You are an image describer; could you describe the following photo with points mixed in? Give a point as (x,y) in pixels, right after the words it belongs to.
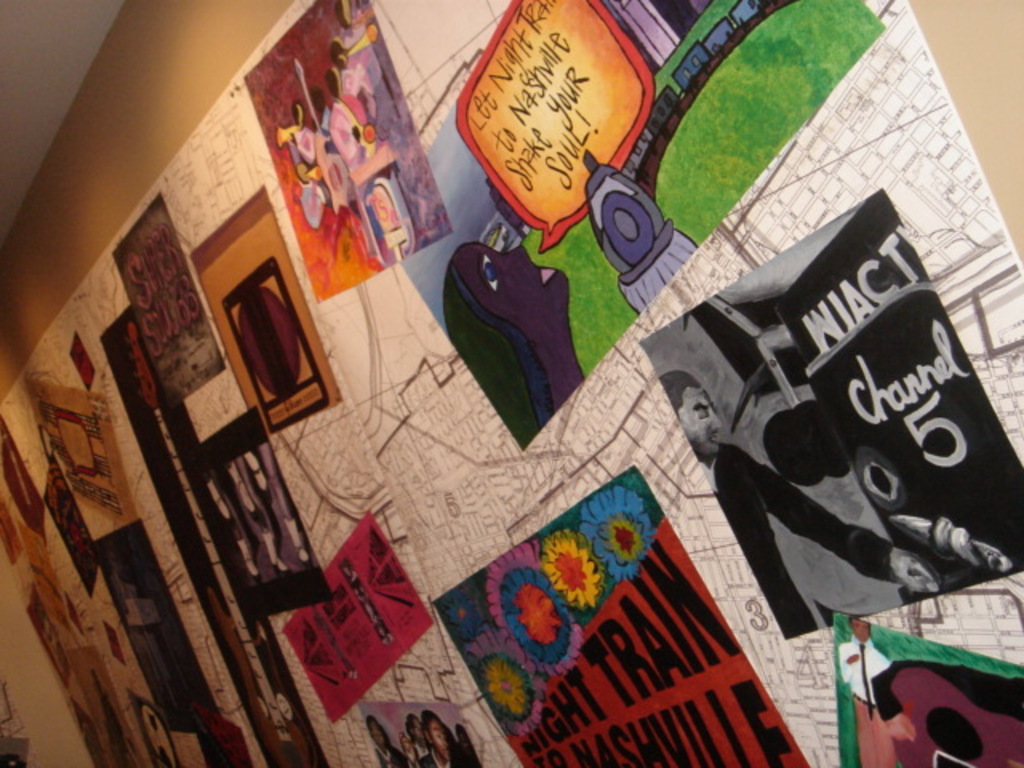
In this image we can see a wall (417,362). On the wall (437,453) we can see posters (753,291) and the posters (539,298) contains some text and images (434,304). In the top left (36,52), we can see a roof (46,83).
